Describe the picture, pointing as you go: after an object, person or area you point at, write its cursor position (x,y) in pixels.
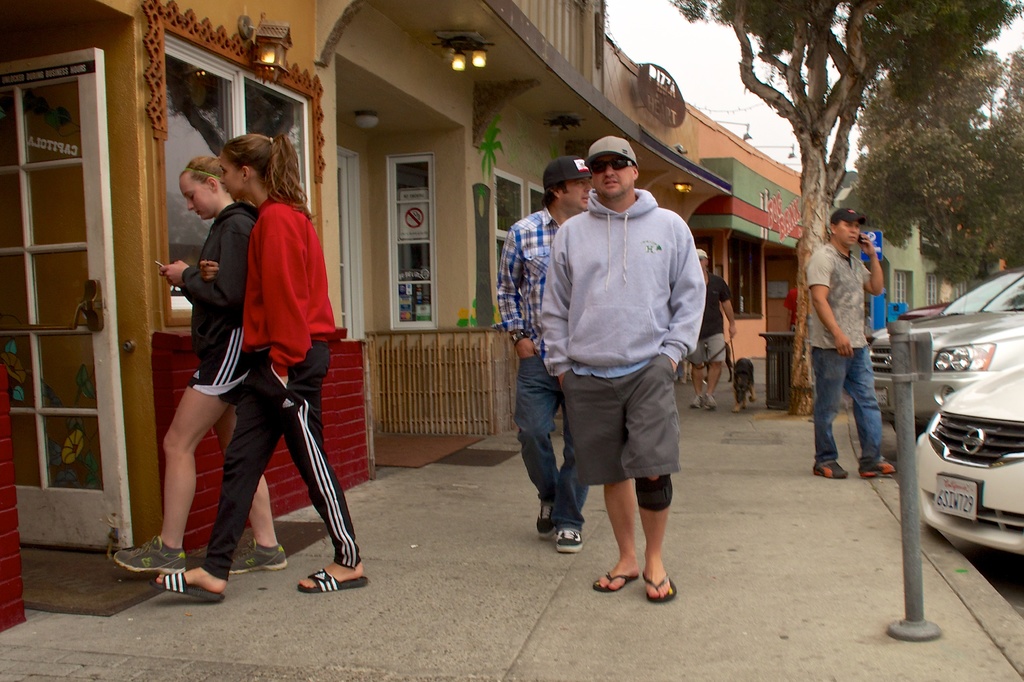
In the image there are few people (503,326) on the path (708,442) and on the left side (142,341) there are some stores (430,267), in the background (813,153) there are trees (927,196) and on the right side (931,410) there are cars (937,462).
